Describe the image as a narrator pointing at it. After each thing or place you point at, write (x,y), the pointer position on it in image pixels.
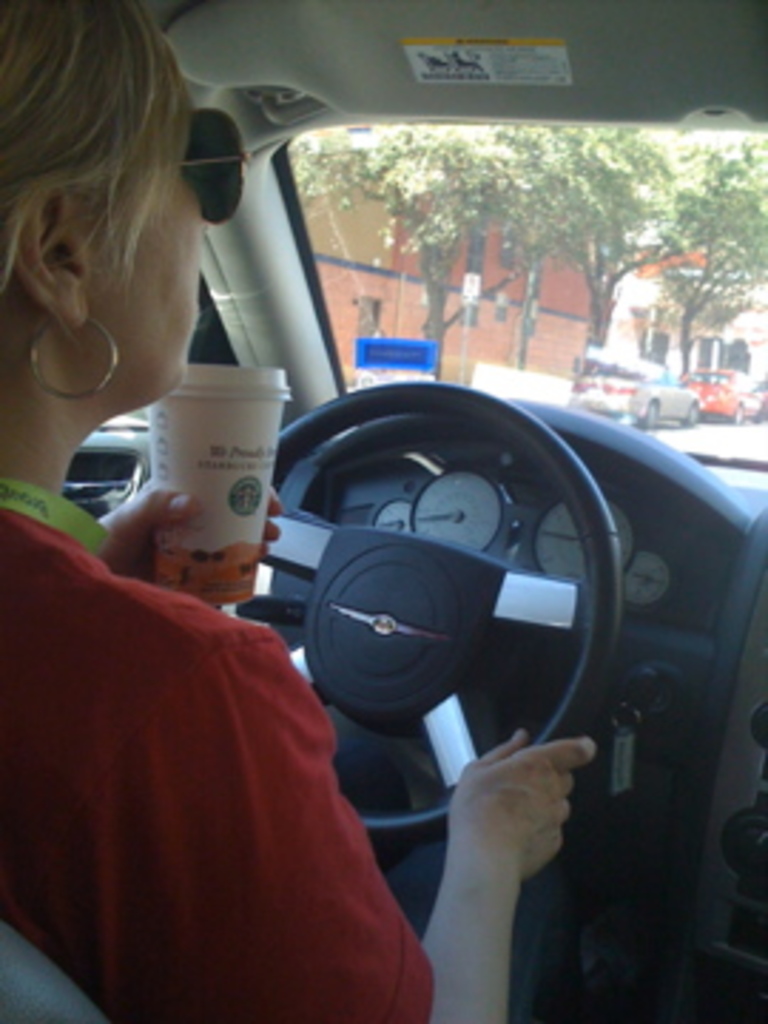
In this image I can see the person (128,593) inside the vehicle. The person (119,768) is wearing the red color dress (114,687) and the goggles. I can see she is holding the cup (207,542) and the steering (429,621). In the background (671,406) there are few more vehicles (602,375), trees (610,177) and the building (422,301).
